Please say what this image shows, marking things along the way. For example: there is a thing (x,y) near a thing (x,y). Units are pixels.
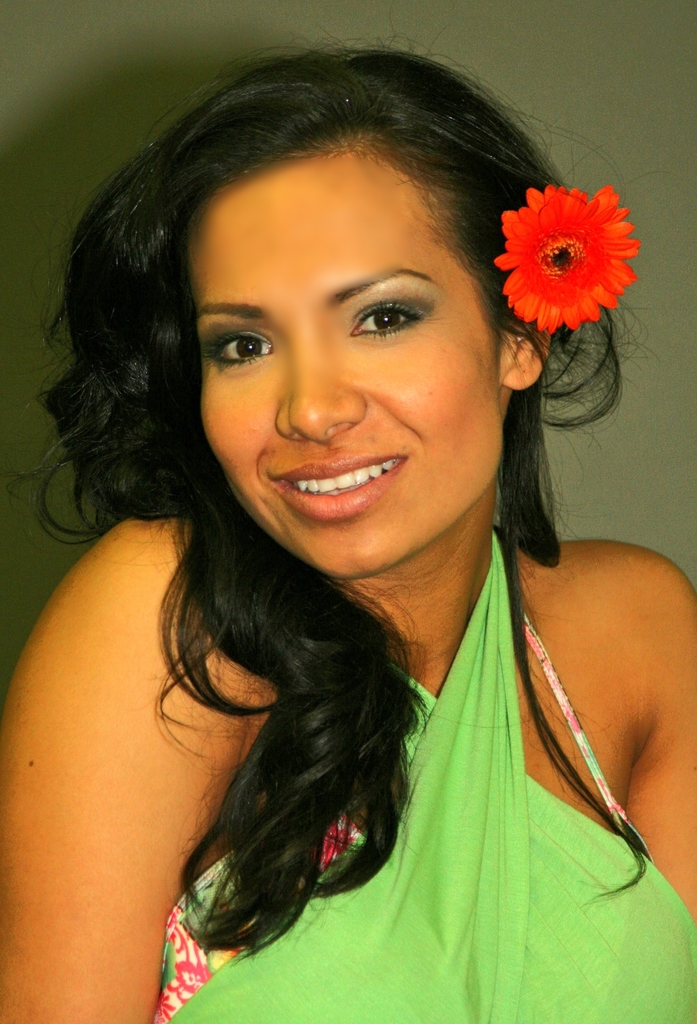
This image consists of a woman (360,714). She is wearing a green dress (402,864). She is smiling. She also has a flower (515,288) in her hair (473,170).
